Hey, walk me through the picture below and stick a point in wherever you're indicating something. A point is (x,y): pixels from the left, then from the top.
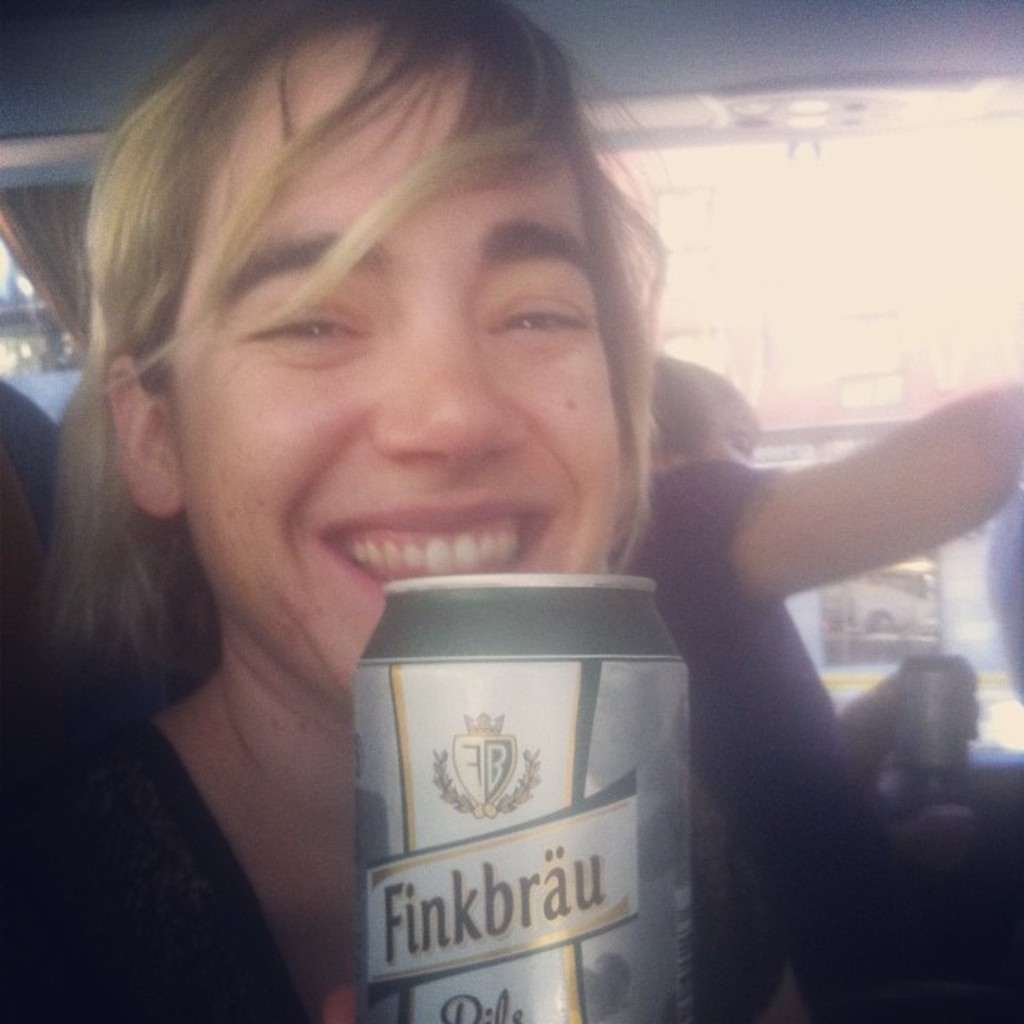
In this image I can see a person (526,408) smiling and holding tin (475,670). Back I can see person (755,480) sitting.
